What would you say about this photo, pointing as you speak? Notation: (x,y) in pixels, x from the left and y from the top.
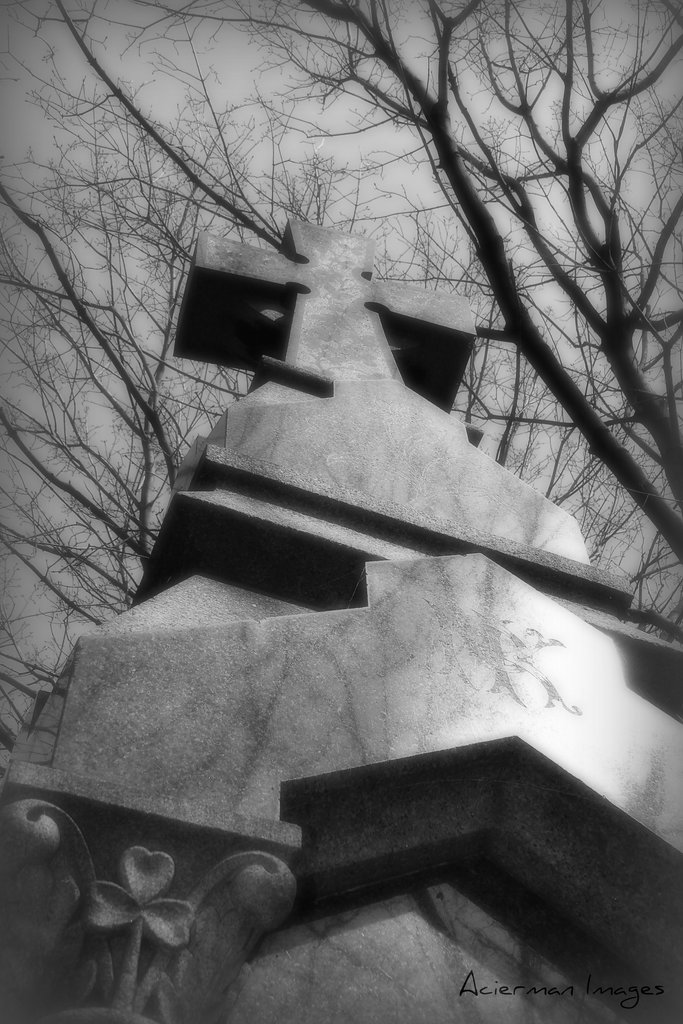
In this image we can see a statue (299,517), trees (101,511) and sky (246,76).
